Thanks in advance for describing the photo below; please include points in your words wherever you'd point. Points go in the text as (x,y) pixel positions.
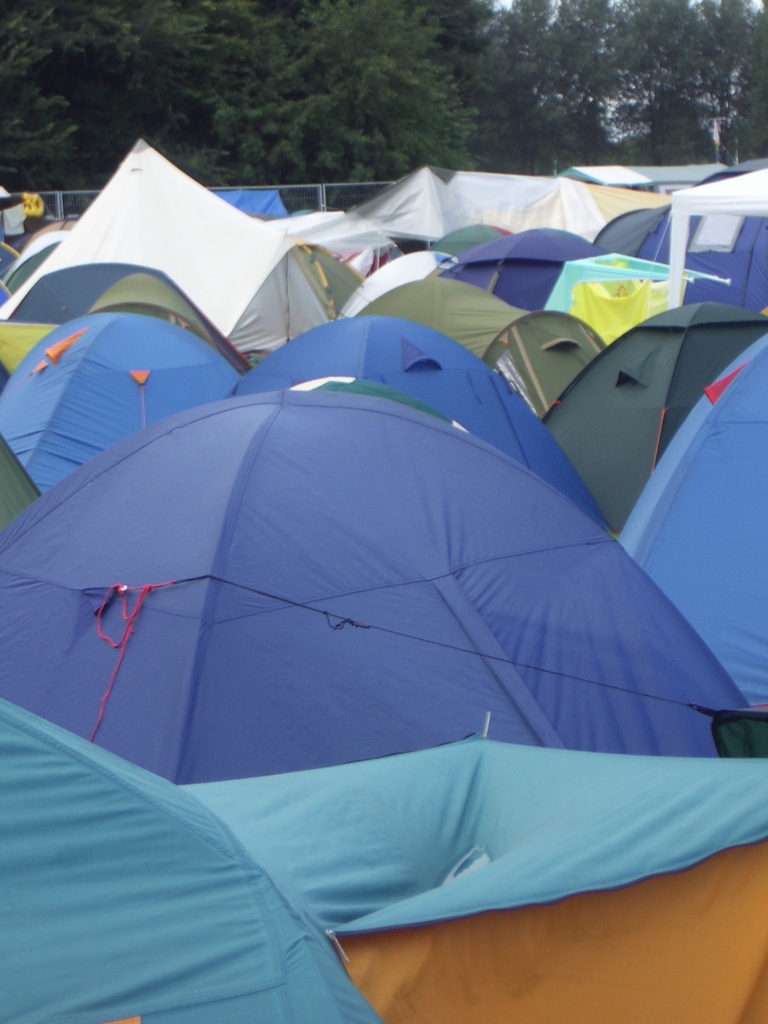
In this image there are tents (345,388) which are green, blue and white in colour. In the background (191,94) there are trees (345,80).
